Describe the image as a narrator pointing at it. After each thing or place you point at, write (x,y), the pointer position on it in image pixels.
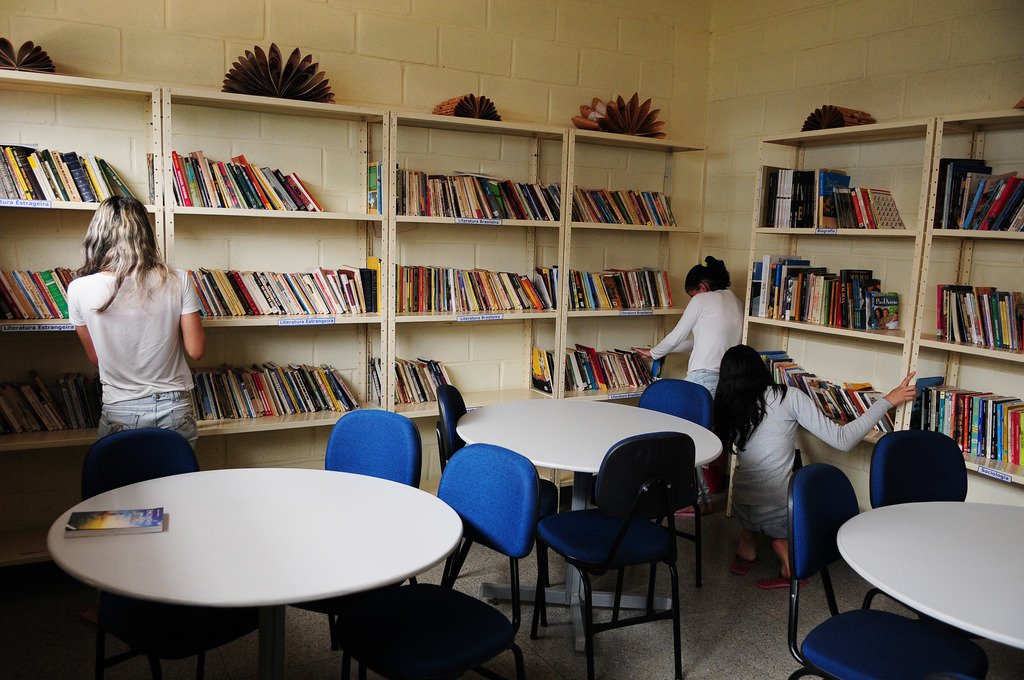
In this picture there two women (706,384) who are standing. There is a woman (759,477) who is kneeling down. There is a book (128,521) on the table (284,548). There are some chairs (677,482). There are many books (327,377) in the bookshelf (391,361). There are some art crafts (321,84) on the shelf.
